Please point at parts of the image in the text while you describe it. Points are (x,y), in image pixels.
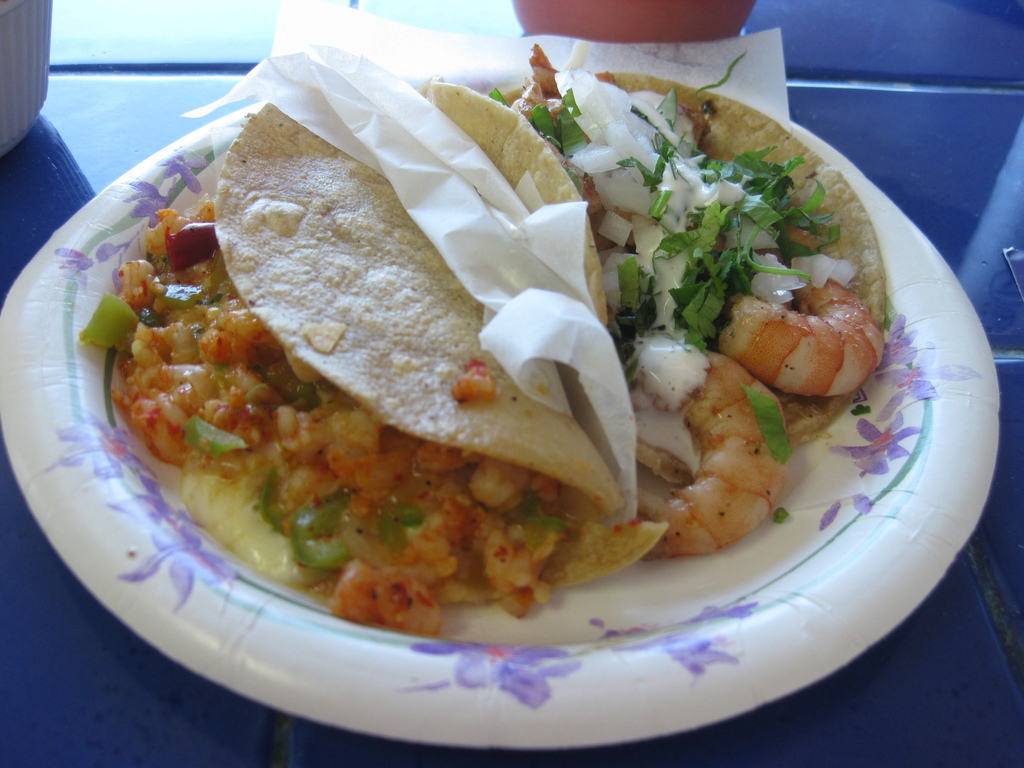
In this image, we can see some food (373,520) with tissue (366,23) on the plate (826,579). This plate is placed on the blue surface (263,743). Top of the image (716,6), we can see few objects (37,116).
